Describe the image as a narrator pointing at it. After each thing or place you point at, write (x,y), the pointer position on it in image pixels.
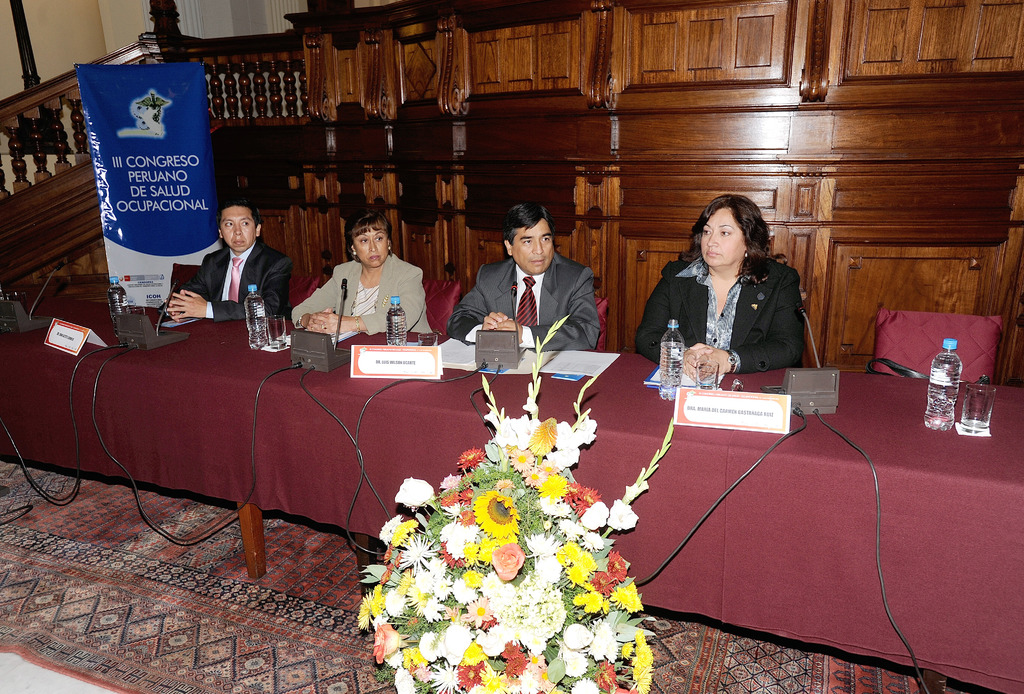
In this picture I can see group of people (561,332) are sitting on chair (889,331) in front of a table (644,436). On the table (619,397) I can see bottles (255,320), microphones (5,321) and other objects (698,401) on it. In the background (143,153) I can see wall (296,179), banner (141,191) and stairs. In the front (501,597) I can see flowers (472,604).
